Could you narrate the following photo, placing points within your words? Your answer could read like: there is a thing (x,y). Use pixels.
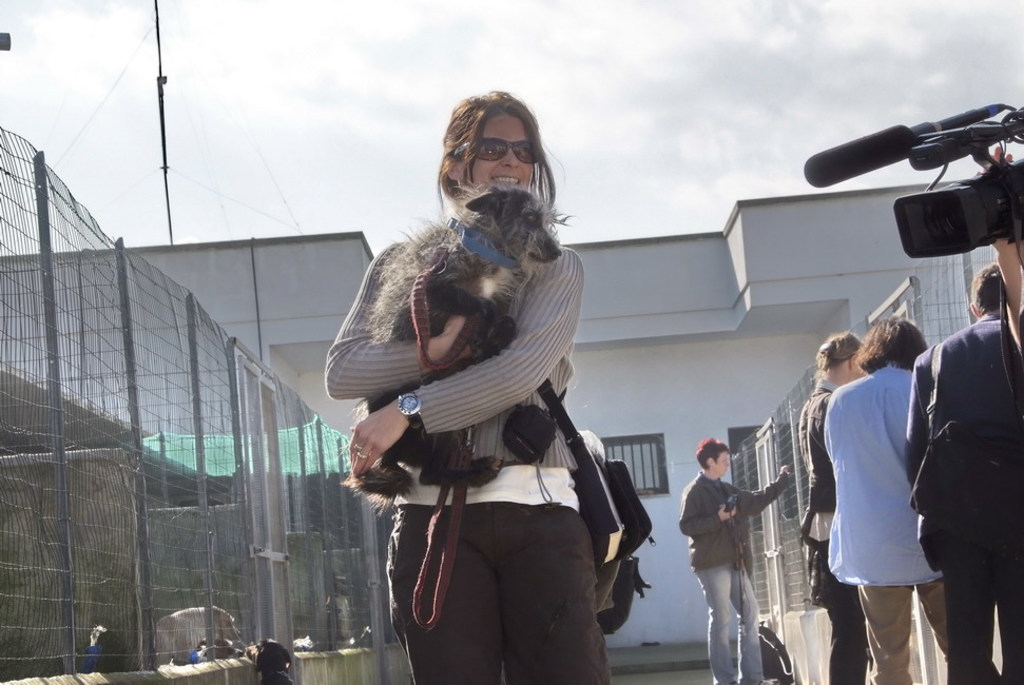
There is a lady (554,370) wearing watch (410,395) and goggles (494,144) is holding a dog (444,318) and a bag (618,485). On the right side (891,369) there few people (820,459), mesh fencing (790,410). And there is a person (1023,239) holding a video camera (912,213). On the left side (220,419) there is a mesh fencing (199,444) with poles (204,458). Near to that there are dogs (202,620). In the background (635,299) there is a building (718,321) and sky (571,78) with clouds (545,97).
